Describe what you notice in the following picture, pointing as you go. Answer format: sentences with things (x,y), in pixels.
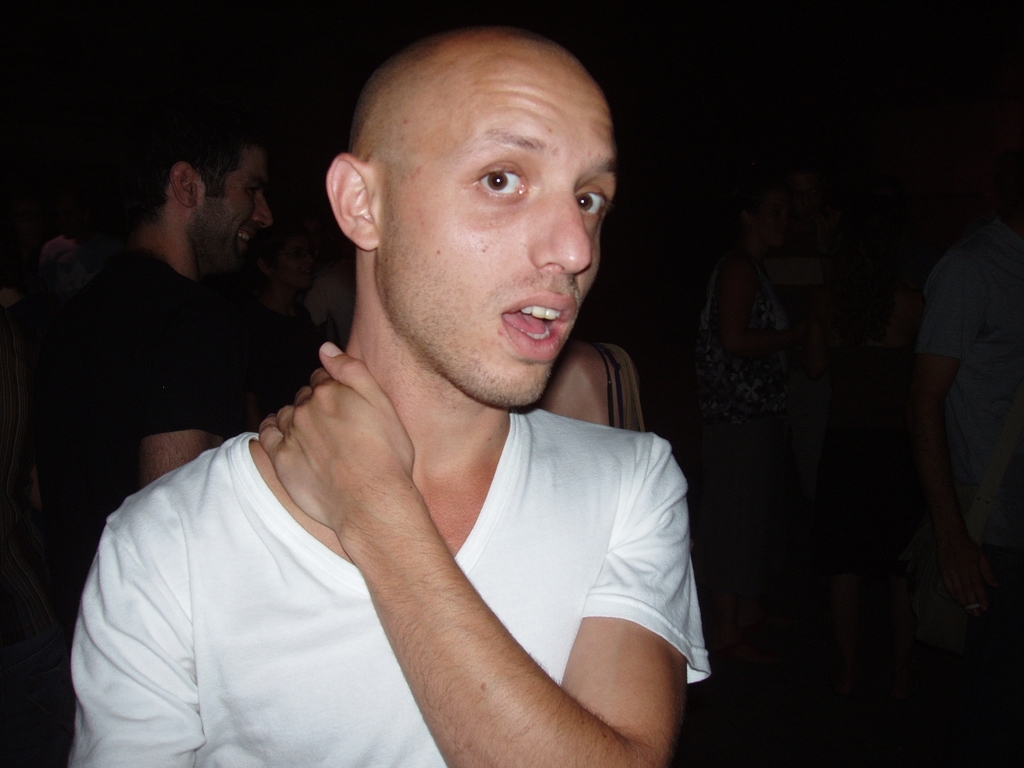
In the middle of this image (412,471), there is a person (426,550) in a white color T-shirt (605,572), keeping his hand (292,420) on his neck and speaking. In the background (285,387), there is another person (209,344). And the background (254,6) is dark in color.
